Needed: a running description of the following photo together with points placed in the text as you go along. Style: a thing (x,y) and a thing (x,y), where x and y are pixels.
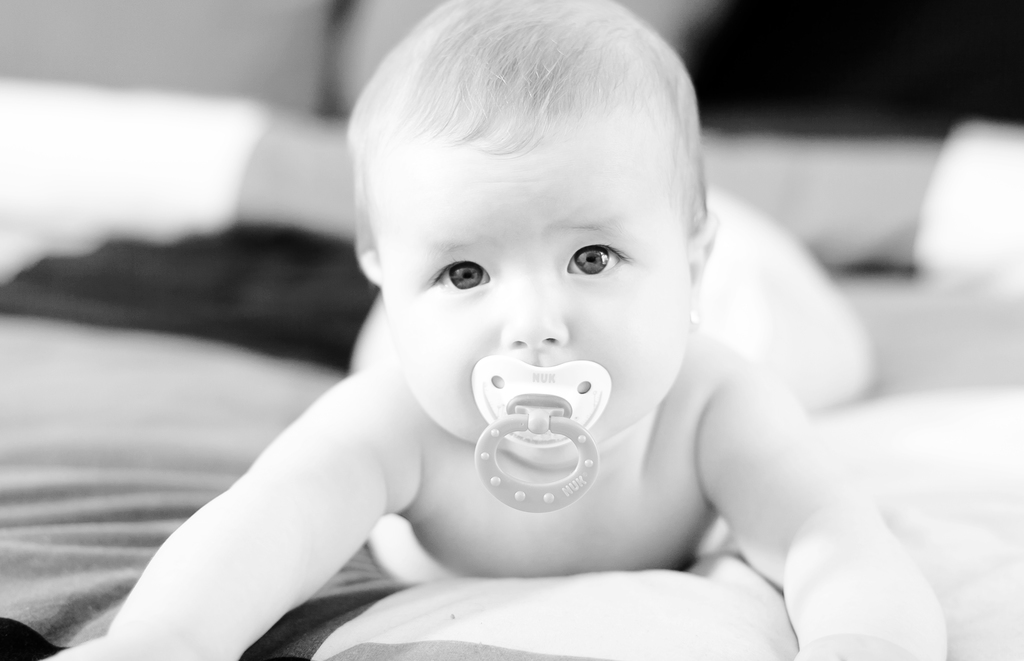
In the image we can see a baby (371,315) lying, this is a cloth (105,468) and a baby sucker (484,433).
